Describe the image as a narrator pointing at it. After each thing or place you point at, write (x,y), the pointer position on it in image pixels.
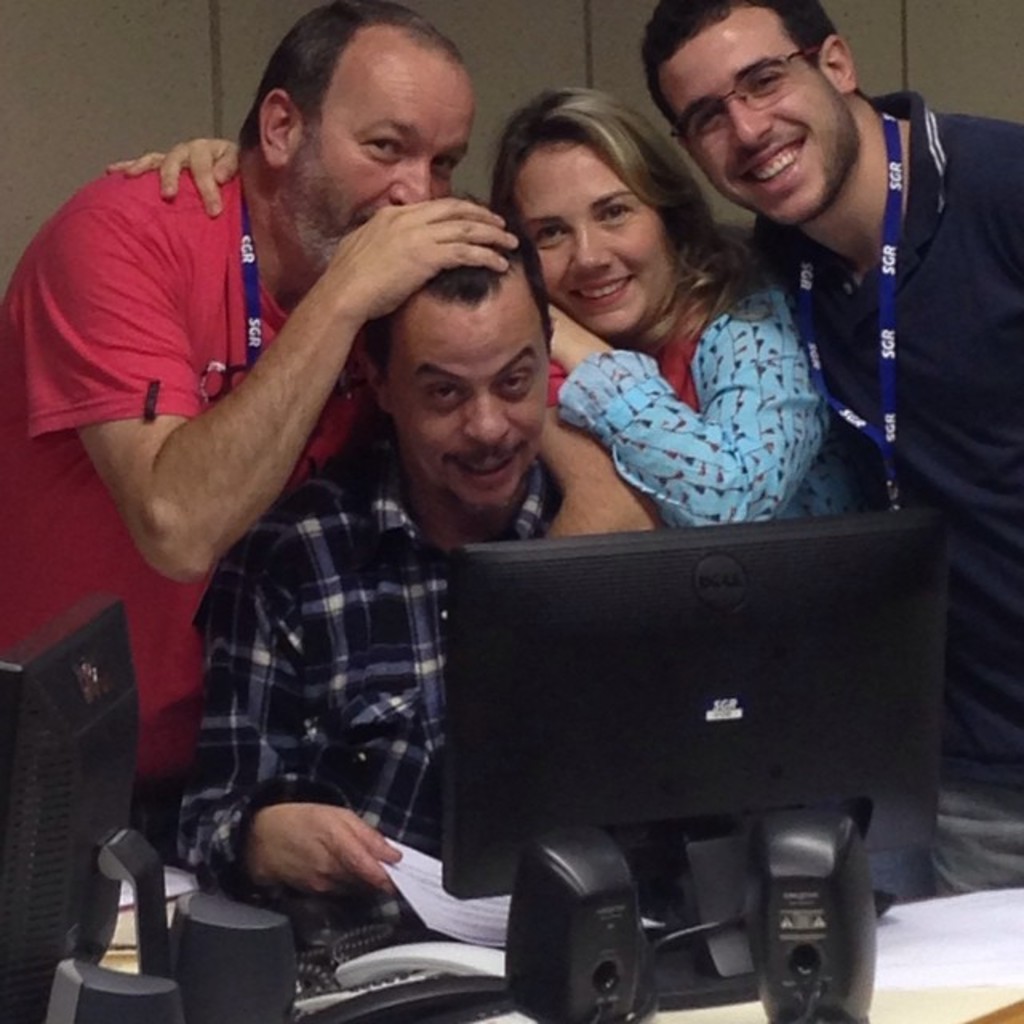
This 4 persons (436,176) are highlighted in this picture and are giving some stills. This man (443,408) sat in-front of monitor (672,620) and he is holding a paper (409,865). This is Dell company monitor (627,732). Backside of this monitor (619,708) there are 2 sound boxes (825,911). The system (624,683) is on the table (959,1017). Beside this man (499,401) the woman (610,367) is standing and she smiles beautiful. The man (734,182) is standing beside this woman (750,316) he is smiling and he wore SGR tag (897,240) and he wore spectacles (810,57). This man (311,156) in red t-shirt (154,408) kept his hand (425,256) on the other man head (450,423).
